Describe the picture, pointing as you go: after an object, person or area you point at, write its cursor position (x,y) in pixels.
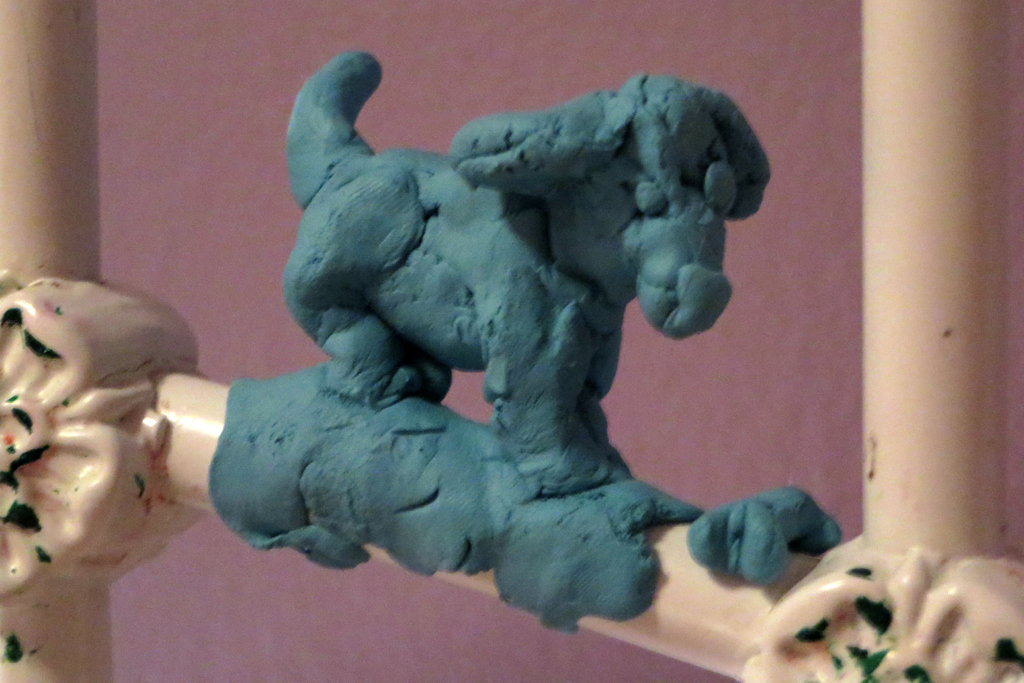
In this picture, in the middle (575,375), we can see an animal (420,307) which is made of clay (557,569). On the right side (1012,620) and on the left side (88,307), we can see two poles (936,386). In the background (775,263), we can also see a wall (615,59) which is in pink color.
